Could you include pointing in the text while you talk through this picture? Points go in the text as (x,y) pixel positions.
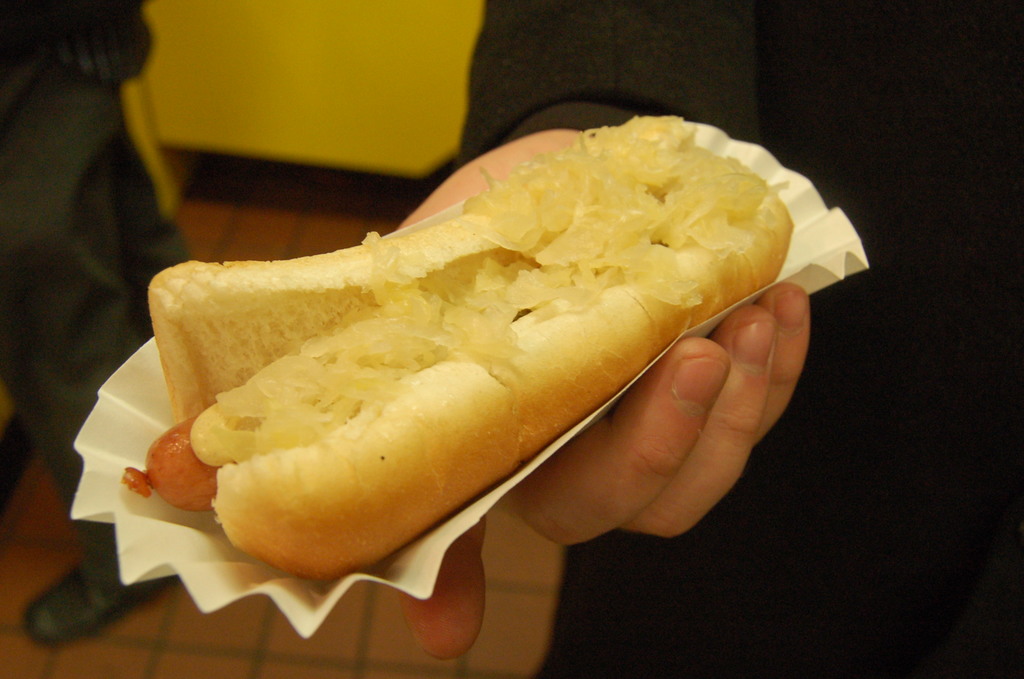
In this picture there is a person (716,328) standing and holding the plate (130,557) and there is a food (335,390) on the plate (223,541). On the left side of the image (76,282) there is a person (85,298) standing. At the bottom (130,670) there are tiles (226,643).
